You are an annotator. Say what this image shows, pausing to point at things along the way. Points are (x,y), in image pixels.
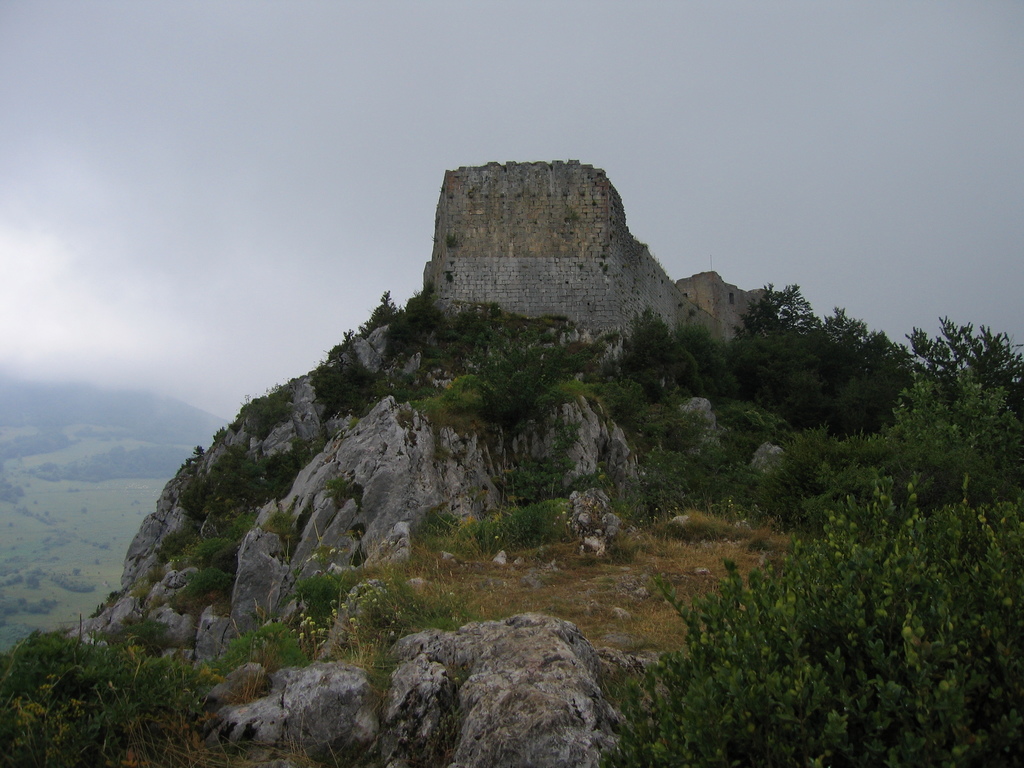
In this image there are rocks (495,484) and trees (855,484).
